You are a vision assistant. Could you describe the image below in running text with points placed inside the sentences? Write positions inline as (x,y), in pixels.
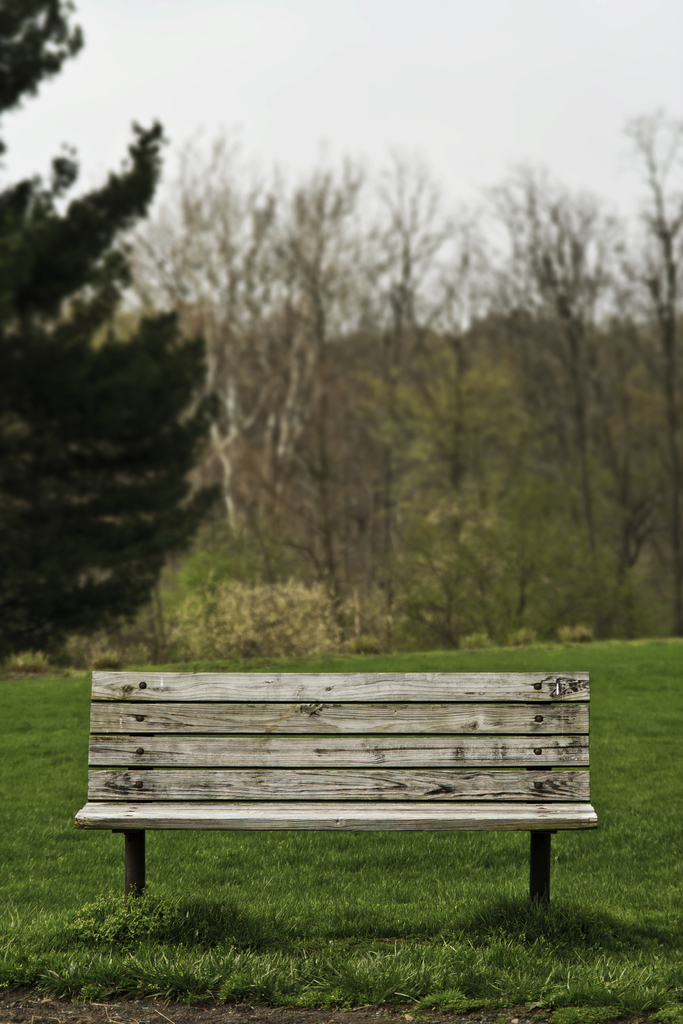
In the image there is a wooden bench (344,759) on the grassland (14,715) with trees (458,582) behind it all over the place and above its sky (419,93).
